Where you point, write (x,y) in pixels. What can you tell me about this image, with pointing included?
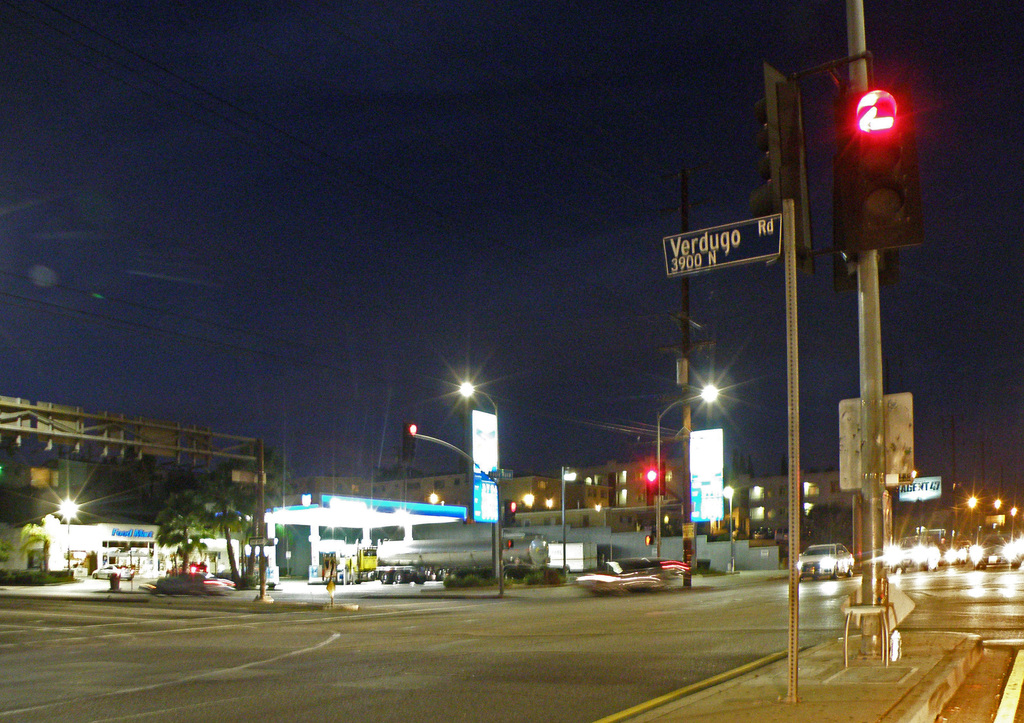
In this image we can see many vehicles (632,583). There are few traffic lights (840,207) in the image. We can see the sky (376,225) in the image. There are many cables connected to the electrical poles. There are few stores (216,562) at the left side of the image (137,560). There are many buildings (810,489) in the image. There are few boards (723,245) in the image. There are many street lights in the image.
